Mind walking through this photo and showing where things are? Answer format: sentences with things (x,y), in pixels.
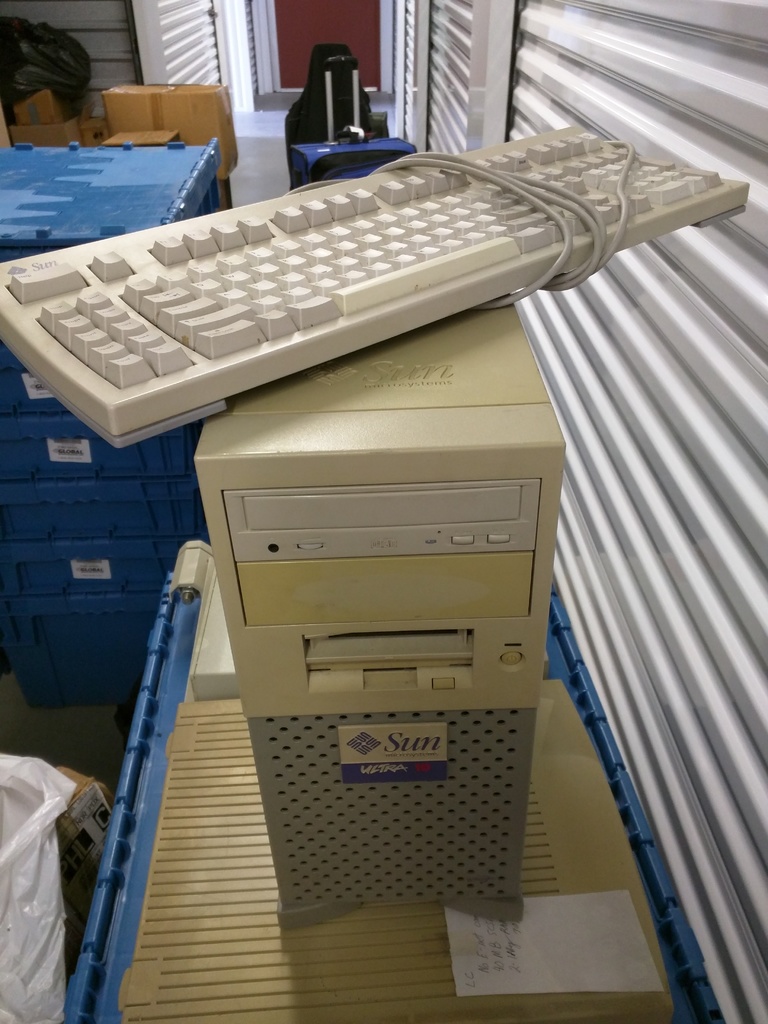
In this image, we can see a keyboard (344,213) on the CPU (402,482) which is on the computer case (412,918) beside the shutter (629,502). There are containers (51,476) on the left side of the image (51,476).
